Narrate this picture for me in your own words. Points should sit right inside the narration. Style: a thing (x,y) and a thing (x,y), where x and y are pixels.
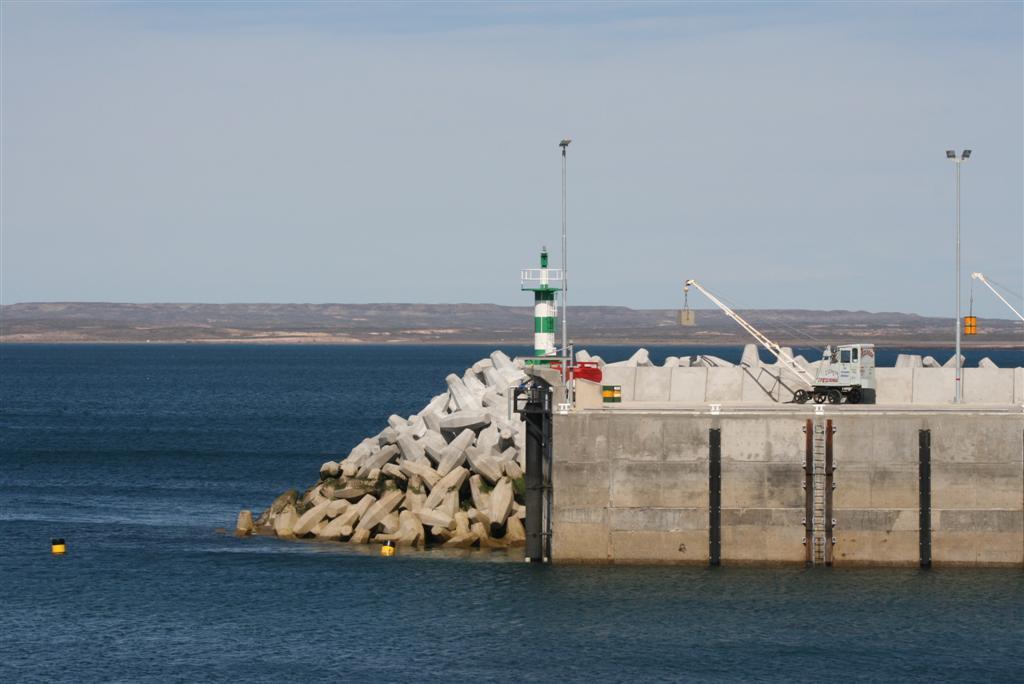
In the foreground (718,393) I can see a fence (626,461), stones (457,410), tower (543,339), poles (565,264) and a vehicle (835,378). In the background (245,324) I can see water (2,399), mountains (379,313) and the sky (508,174). This image is taken may be in the ocean (605,569).
